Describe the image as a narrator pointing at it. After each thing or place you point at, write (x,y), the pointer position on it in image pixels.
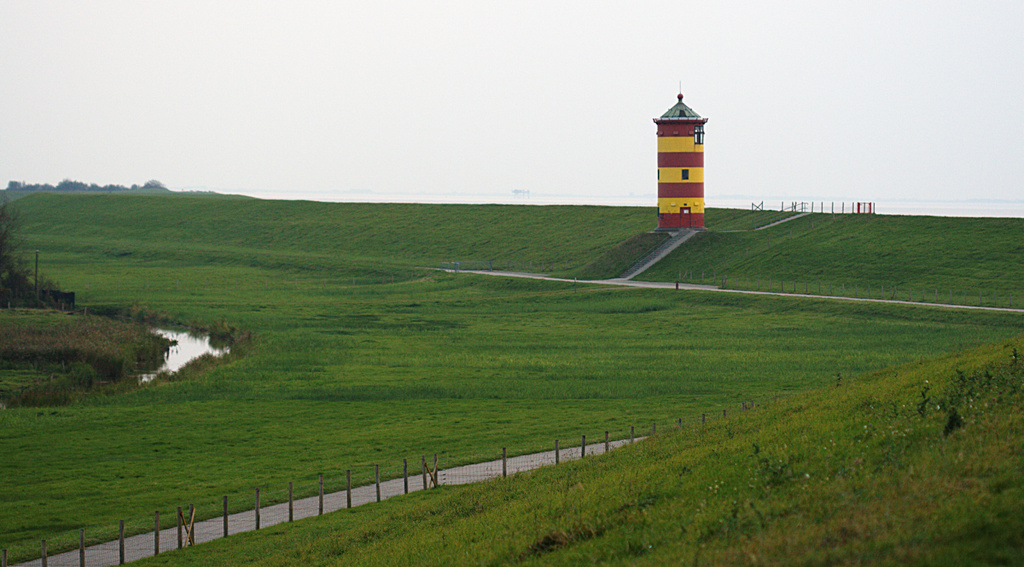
In this image we can see a lighthouse (675,106). At the bottom of the image (297,419) there is grass (443,390). There is road (62,566). There is fencing (376,489). In the background of the image (385,93) there is sky (304,121).
